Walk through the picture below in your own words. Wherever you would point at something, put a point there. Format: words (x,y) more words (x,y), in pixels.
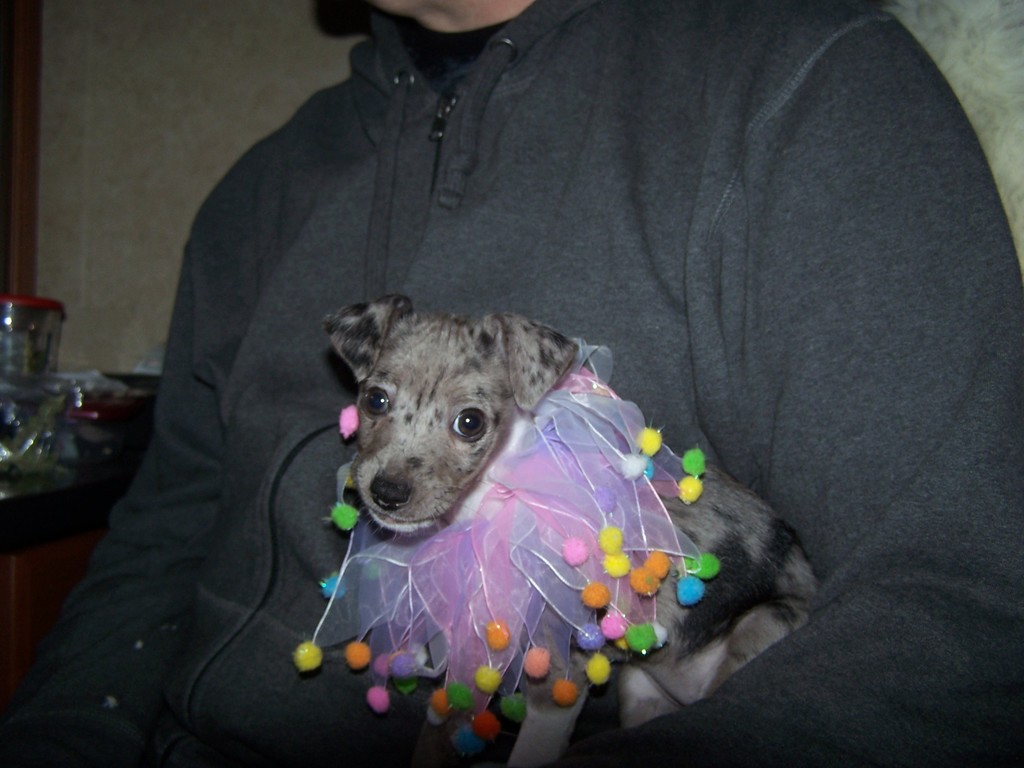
In this image, we can see person (602,220) whose face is not visible wearing clothes (761,177) and holding a dog (527,513). In the background of the image (158,328), we can see a wall (85,160).
